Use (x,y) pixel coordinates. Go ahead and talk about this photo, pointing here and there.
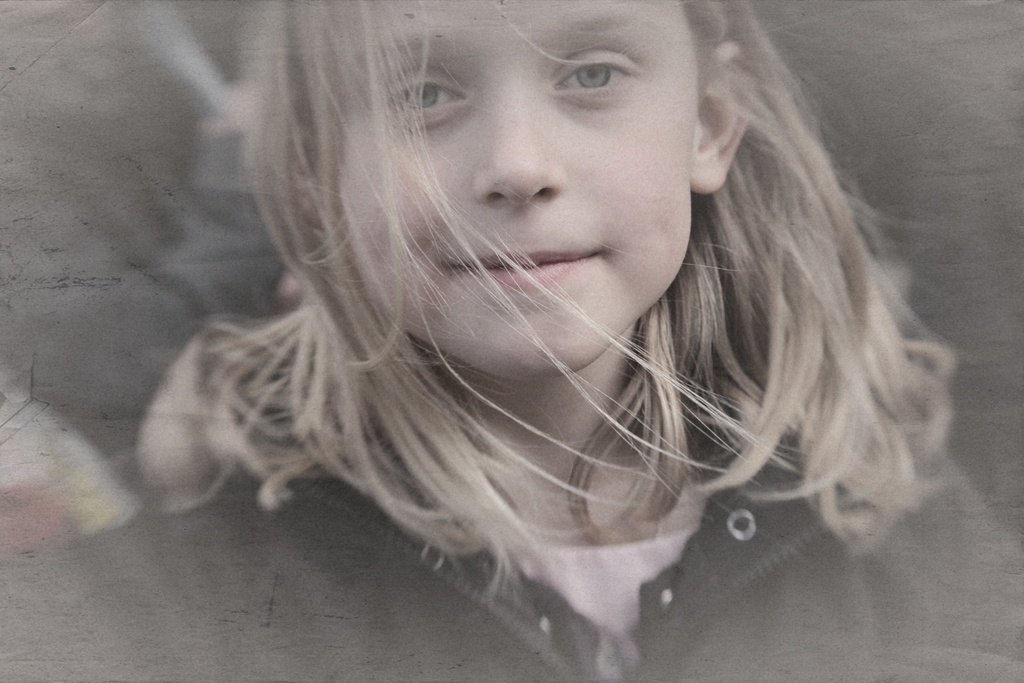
In this image we can see a child (260,548) wearing black color jacket (675,586) is smiling. This part of the image is slightly blurred.
